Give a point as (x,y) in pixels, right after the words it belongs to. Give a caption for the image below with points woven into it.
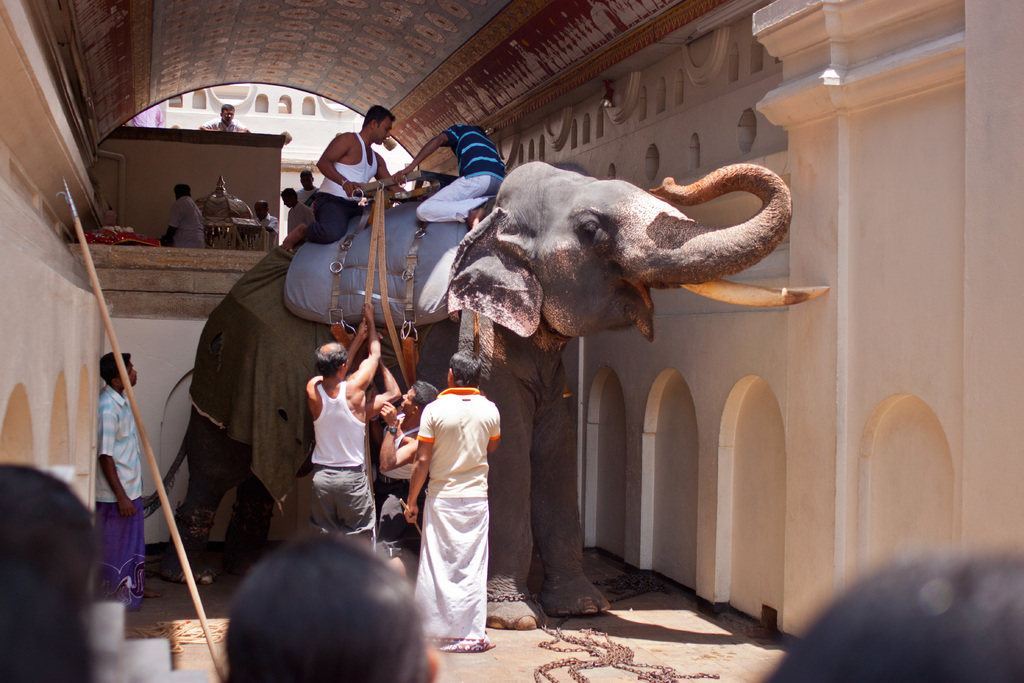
there is a elephant (433,338) on the elephant (528,226) there are two person (354,177) sitting are many people (467,463) near to the elephant (450,338) and working.
